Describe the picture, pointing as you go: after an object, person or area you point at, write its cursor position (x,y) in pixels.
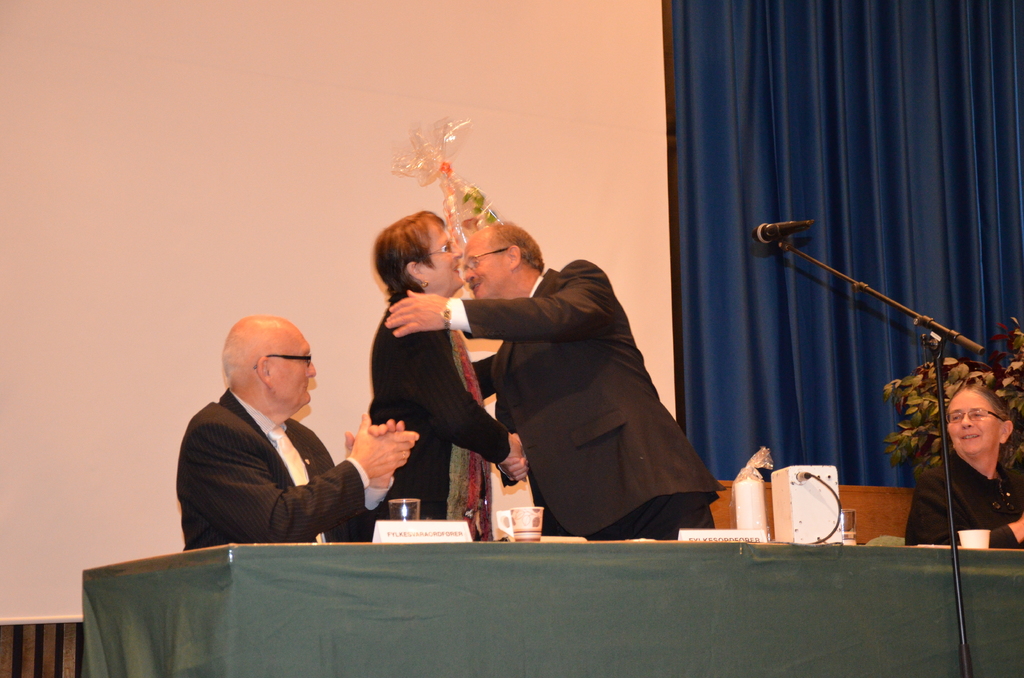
In this image there are persons (548,435) sitting and standing. In the front (517,542) there is a table (373,562) which is covered with a green colour cloth (519,599). In front of the table (878,578) there is a mic (942,372), on the table (336,595) there is a white colour object (747,512) and there is glass (414,515). In the background (764,129) there is a curtain (873,138) which is blue in colour.
